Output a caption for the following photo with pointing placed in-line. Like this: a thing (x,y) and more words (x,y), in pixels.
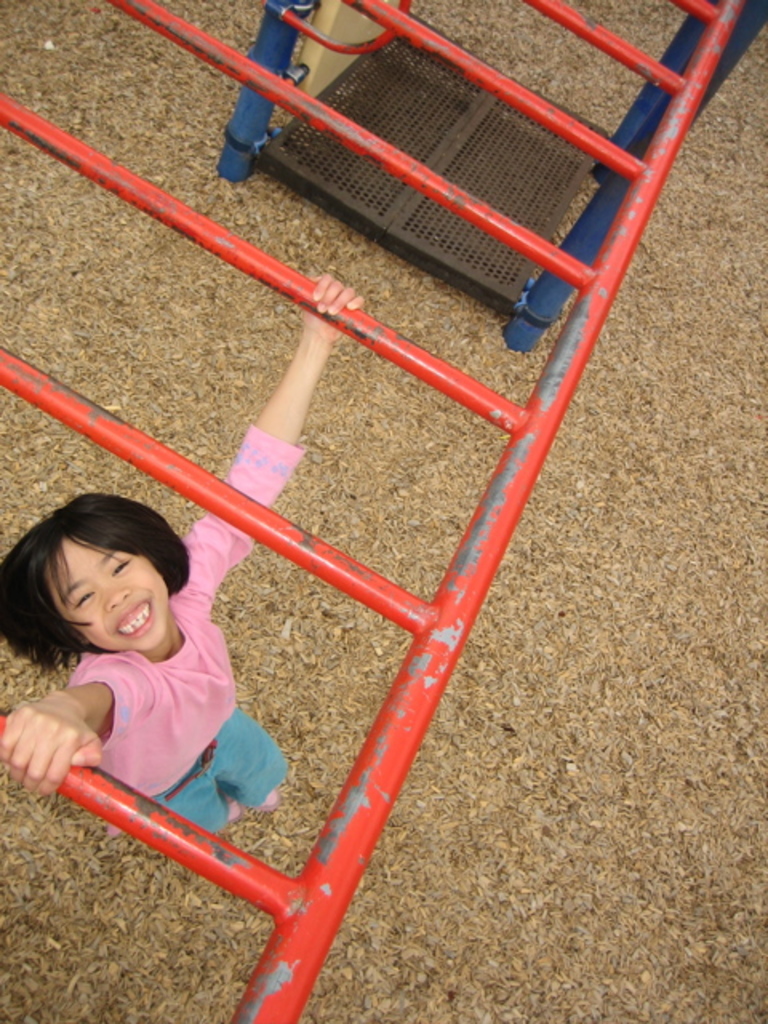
In this image we can see a girl (194,743) hanging to the rods (147,818). In the background (419,143) we can see a mesh (458,183).
